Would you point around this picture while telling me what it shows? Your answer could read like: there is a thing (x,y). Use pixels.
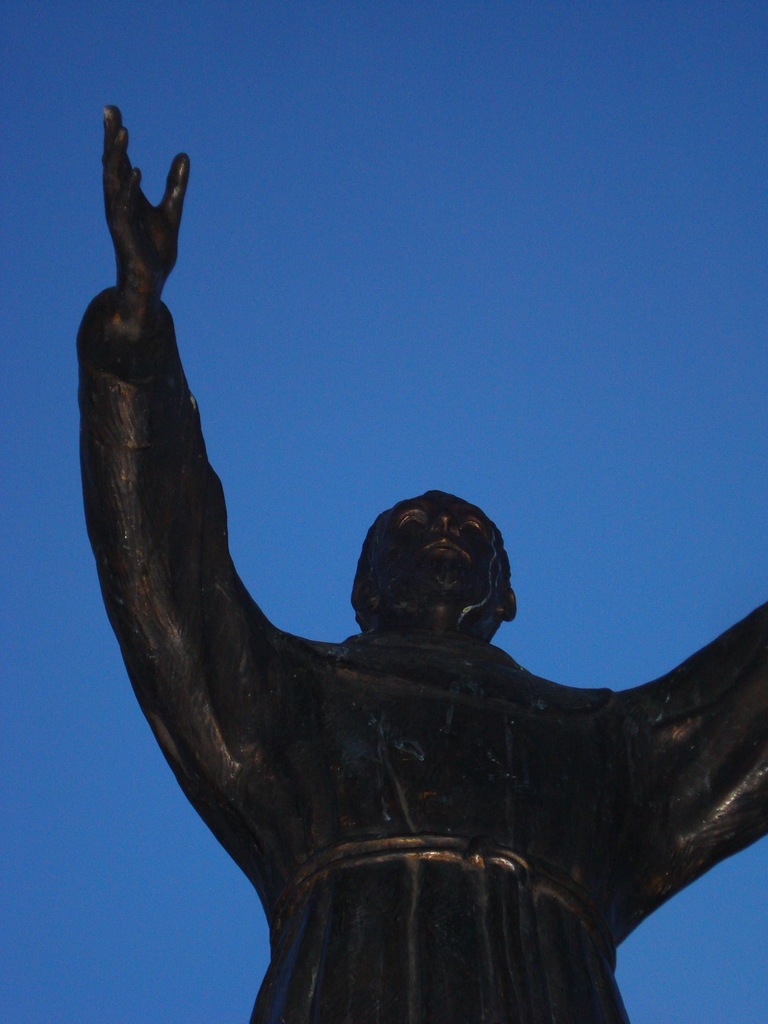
In this image we can see a statue (276,636) and sky (401,288) in the background (449,323).
